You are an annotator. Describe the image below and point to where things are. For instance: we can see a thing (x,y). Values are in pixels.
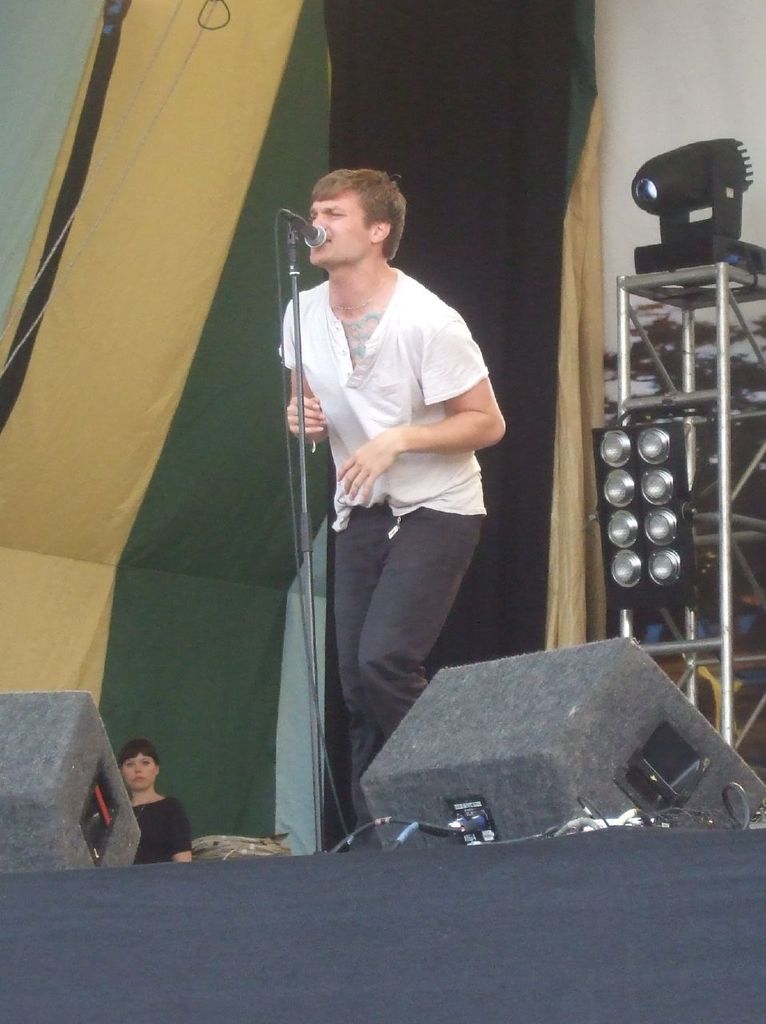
In this picture I can see a man (331,228) standing in front of a mic (305,238) and I see that he is wearing white t-shirt (378,369) and black pants (417,576). In front of him, I can see 2 black color things (22,745). In the background (673,164) I can see few equipment (717,169) and the rods (661,349). On the left bottom of this picture (141,805) I can see a woman (152,837), wearing black top (172,842).
